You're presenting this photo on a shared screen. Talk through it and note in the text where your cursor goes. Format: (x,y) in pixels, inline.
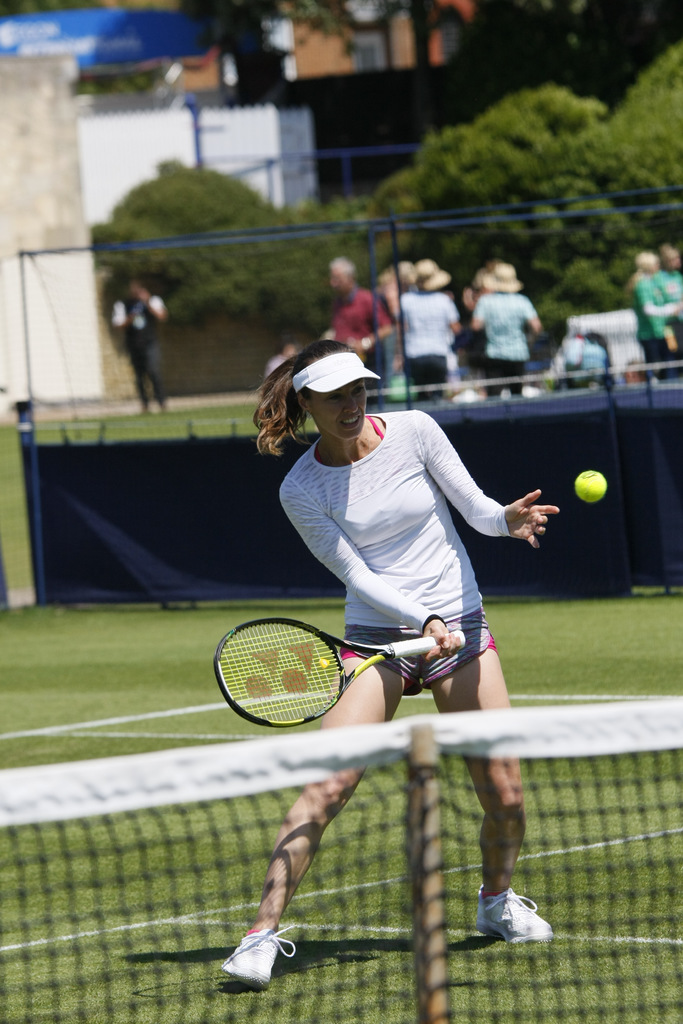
In this image I can see a woman (314,519) holding a racket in her hand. Here I can see a tennis ball (584,491). In the background (647,281) I can see number of people (652,273) and number of trees (421,156).
